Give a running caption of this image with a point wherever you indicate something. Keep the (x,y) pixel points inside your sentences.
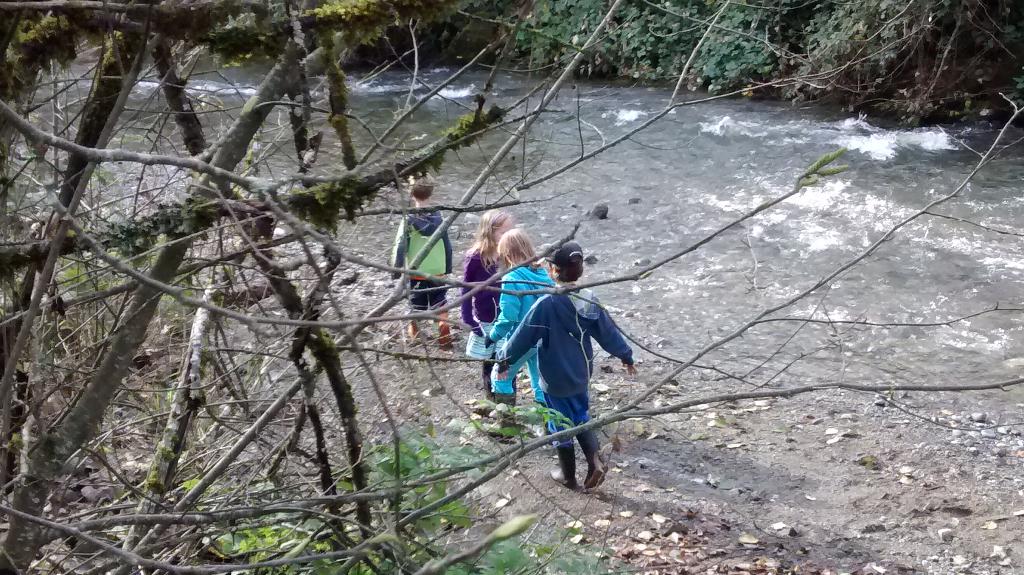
In this image I can see in the middle (567,334) few children (557,316) are walking and it looks like a river (698,182), at the top (268,56) there are trees (206,176).
